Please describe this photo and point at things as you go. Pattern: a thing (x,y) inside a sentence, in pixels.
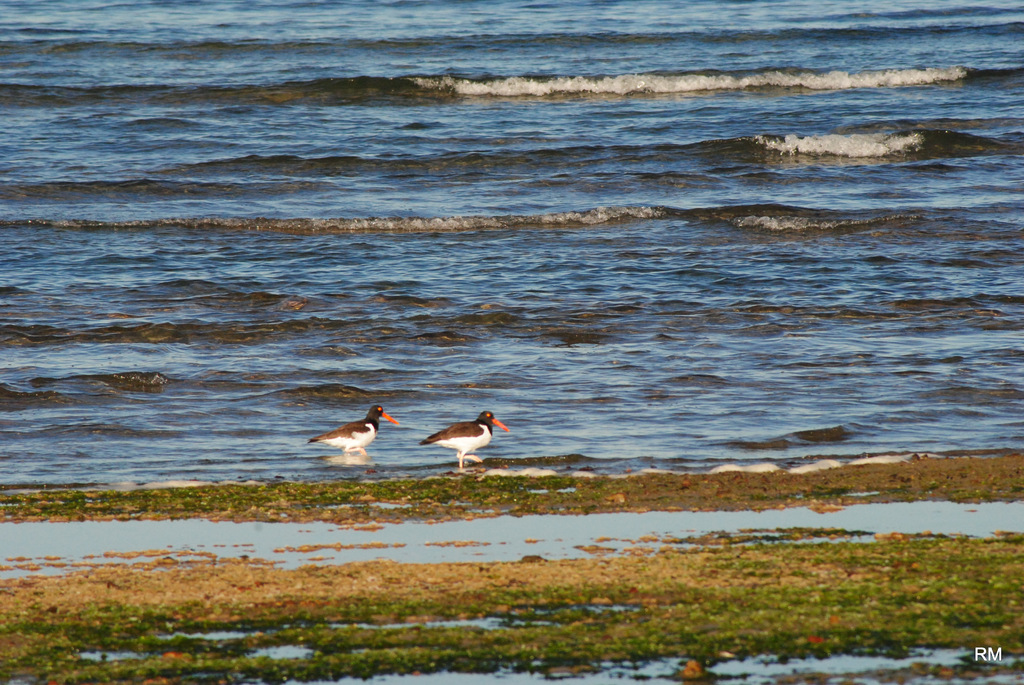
This image is taken outdoors. At the bottom of the image (289,601) there is a ground (255,582) with grass (773,627) on it. In the middle of the image (419,241) there is a sea (402,143) with waves (769,232) and there are two birds (464,440) on the ground (683,479).
